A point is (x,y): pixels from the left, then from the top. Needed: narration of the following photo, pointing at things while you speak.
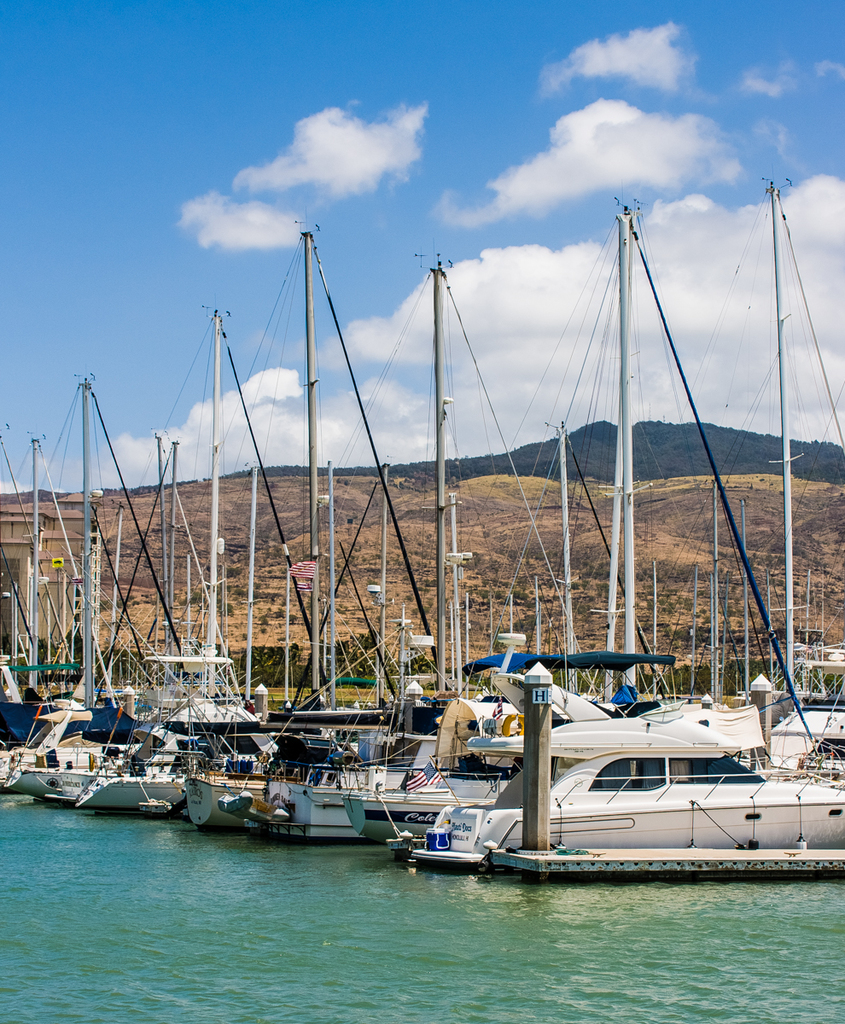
At the bottom of the image (195,877) there is water (330,974). There is a wooden deck (778,867) on the water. And also there is a wooden pole (531,740) on the wooden deck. Behind that there are boats (333,623) with poles (311,285), ropes (812,743) and some other things (448,696). Behind them there are hills (661,488). At the top of the image (668,237) there is sky (597,360) with clouds (675,248).
